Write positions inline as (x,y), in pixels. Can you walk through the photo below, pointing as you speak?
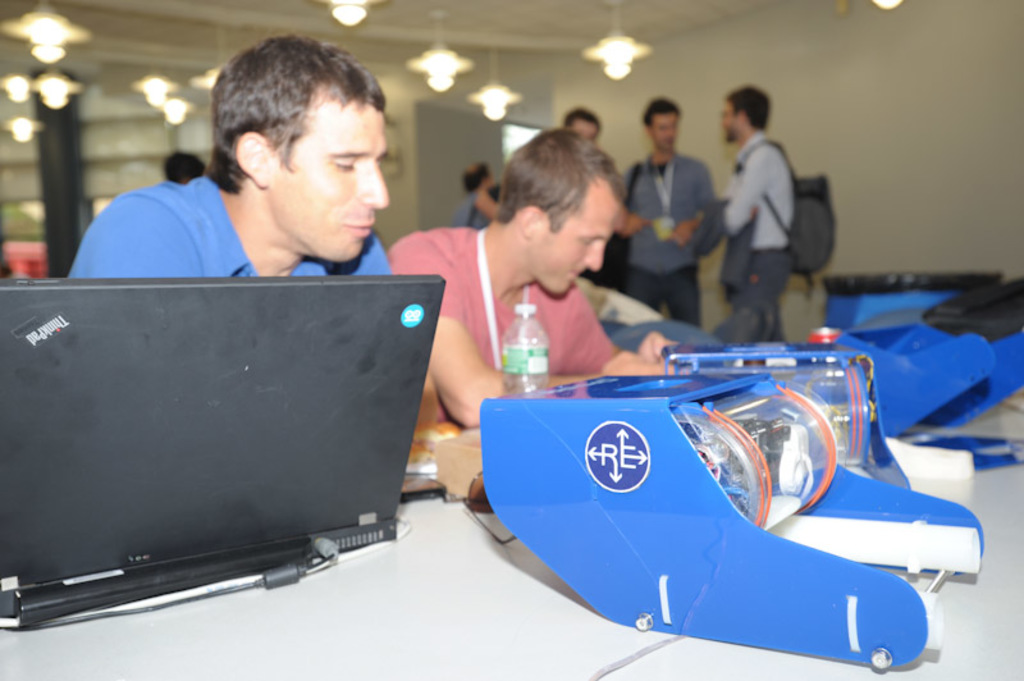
On a table (986,575) there is a laptop (412,397), bottle (533,344) and other items (925,395). 2 people (596,346) are sitting. Other people (471,183) are standing at the back (656,180). There are lights (456,73) on the top (349,7).
